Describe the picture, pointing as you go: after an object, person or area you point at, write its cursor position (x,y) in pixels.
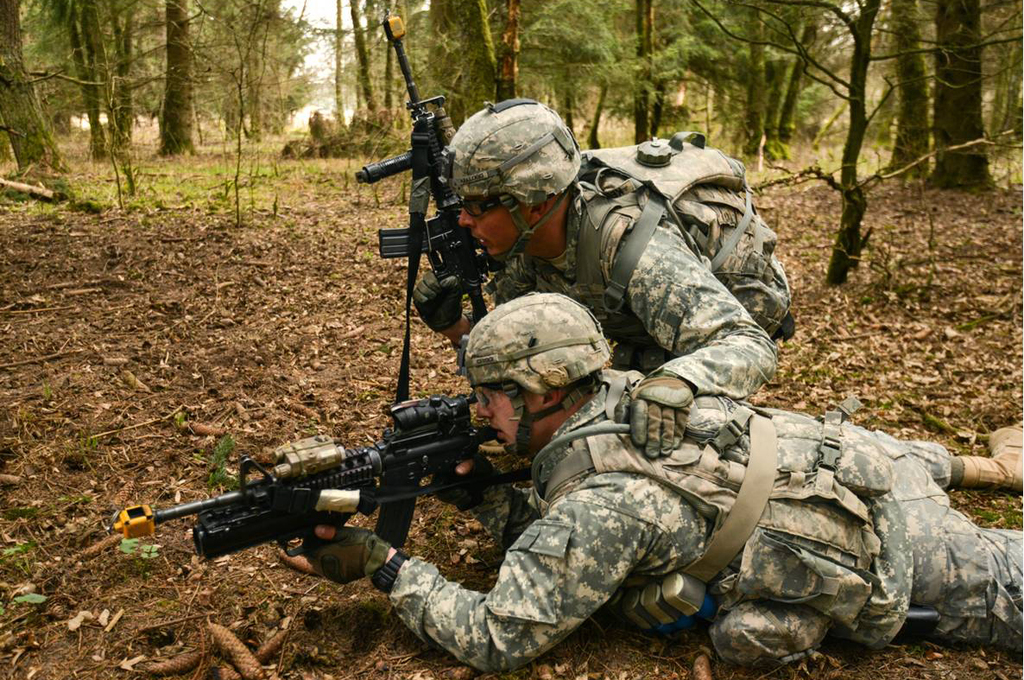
In this image we can see two army people (679,494), one is lying on the land (158,601). The other one is sitting. They are wearing army suit (643,492) and carrying bag (705,175) and holding guns (427,441) in their hand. Behind so many trees (600,79) are present. On land (198,311) dry leaves (108,403) are present.
